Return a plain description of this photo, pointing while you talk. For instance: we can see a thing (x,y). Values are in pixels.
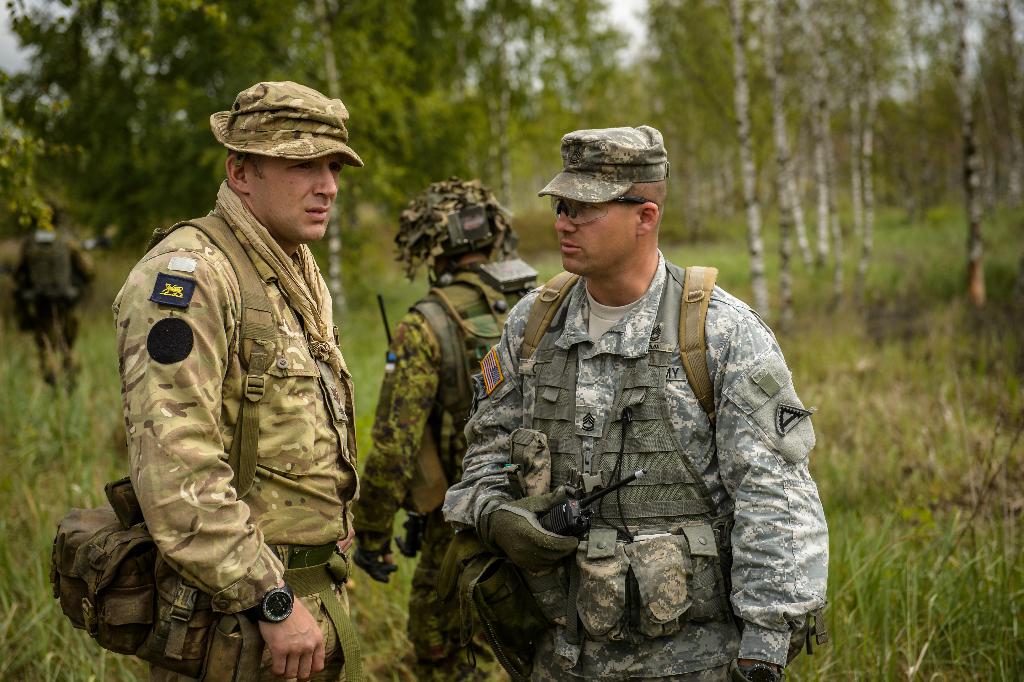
In this image, we can see few people (636,610). Few are holding some objects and wearing bags (204,631), caps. Background (424,29) we can see grass (993,294) and trees (550,10).
